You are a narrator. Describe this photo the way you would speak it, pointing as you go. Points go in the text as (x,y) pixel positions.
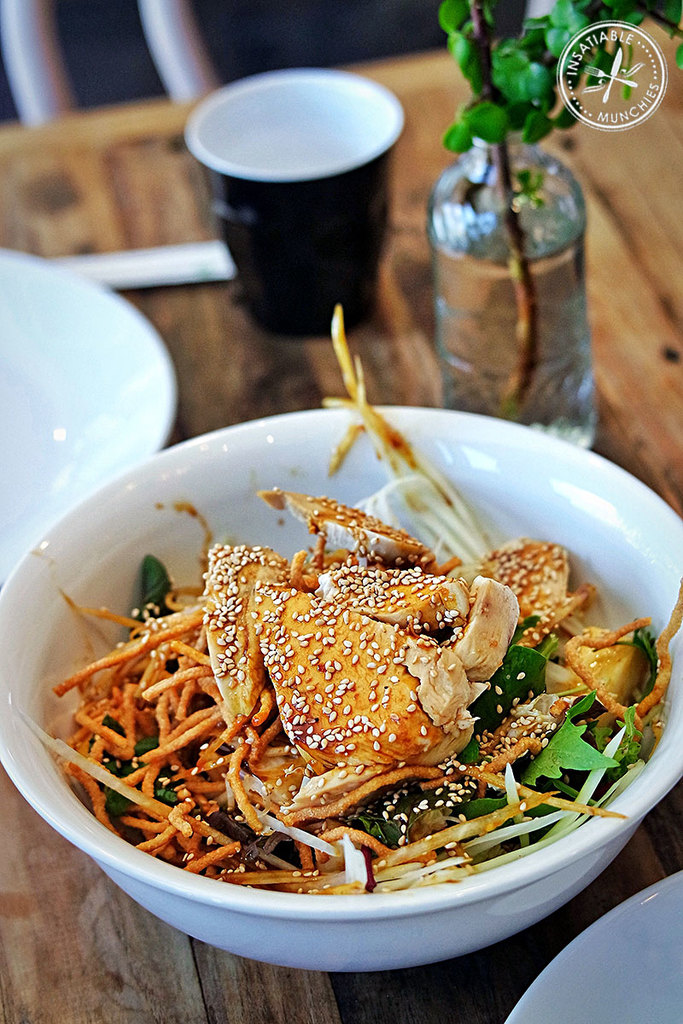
In this picture there is a bowl (665,555) in the center of the image (322,450), which contains food items (382,626) in it and there are plates (4,452) and a cup (285,169) in the image and there is a small plant (516,103) inside the glass bottle (533,253) in the image, which are placed on the table (112,937).
